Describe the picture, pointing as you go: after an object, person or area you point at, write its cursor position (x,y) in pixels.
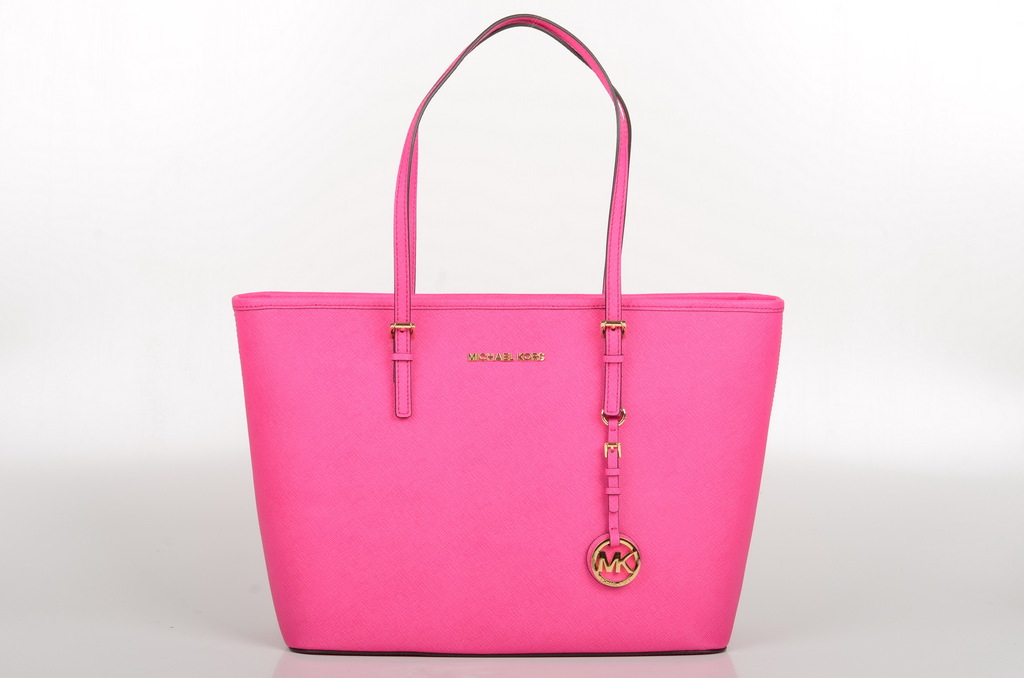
This is a pink color handbag (452,366).
